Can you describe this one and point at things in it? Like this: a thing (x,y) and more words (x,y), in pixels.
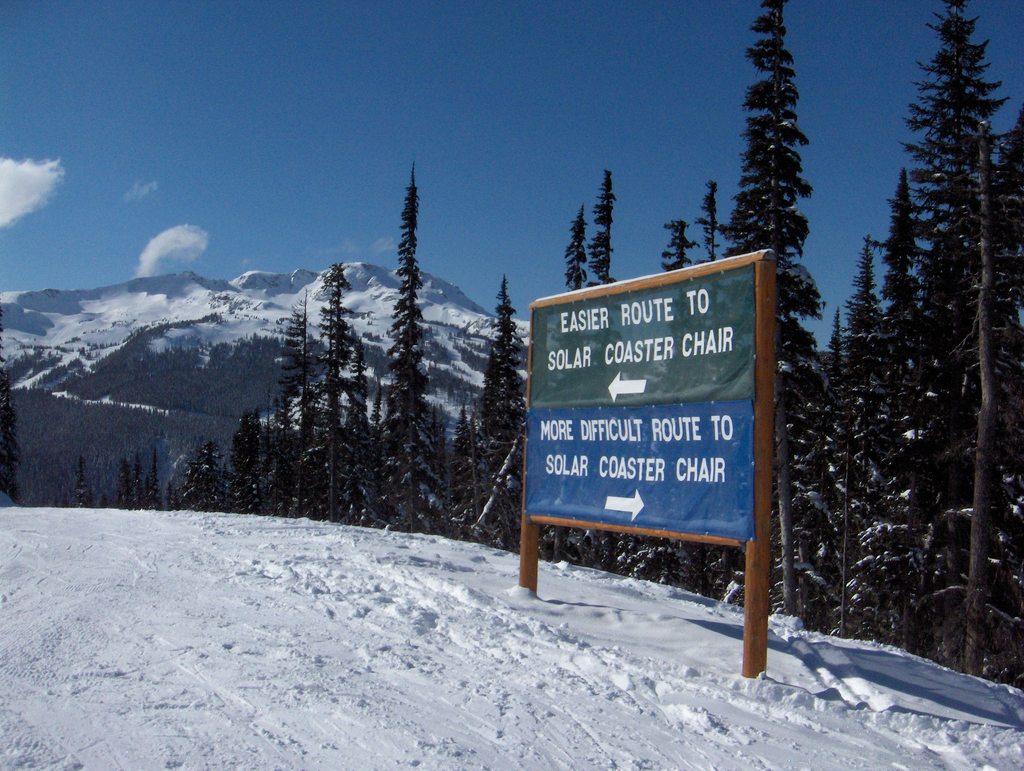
In this picture there is a mountain (308,272) and there are trees (522,410). In the foreground (568,384) there is a board (751,331) and there is text (715,440) on the board (740,471). At the top (229,146) there is sky (182,161) and there are clouds (144,187). At the bottom (613,669) there is snow (613,669).
